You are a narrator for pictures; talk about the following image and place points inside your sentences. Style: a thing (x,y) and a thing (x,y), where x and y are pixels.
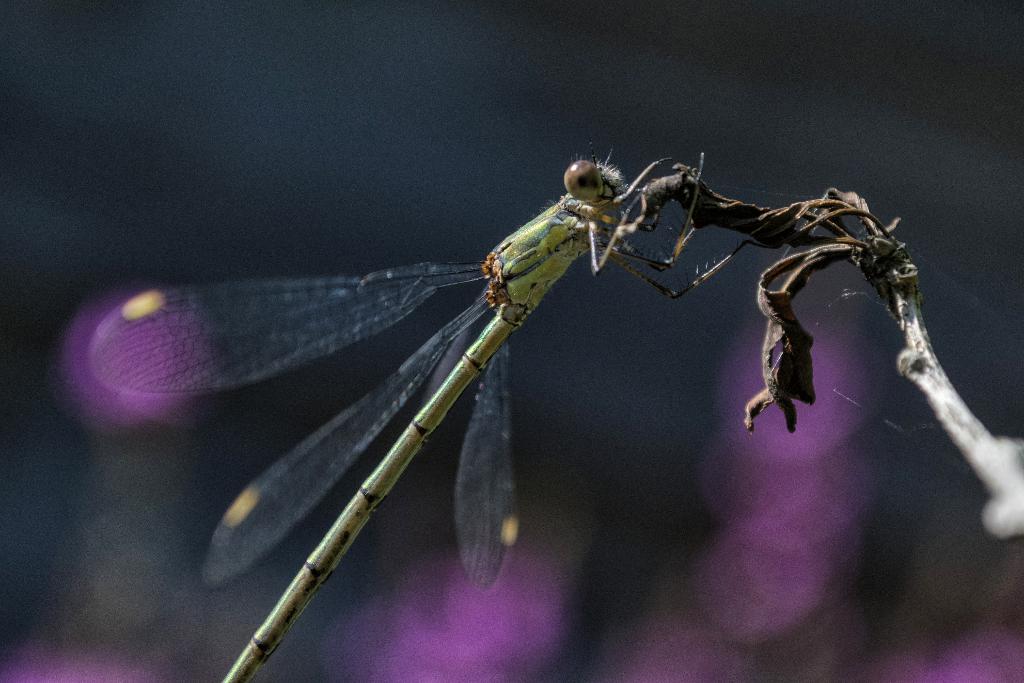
In this picture there is a dragon fly (459,327) in the center of the image (552,228) on a stem (936,401).
